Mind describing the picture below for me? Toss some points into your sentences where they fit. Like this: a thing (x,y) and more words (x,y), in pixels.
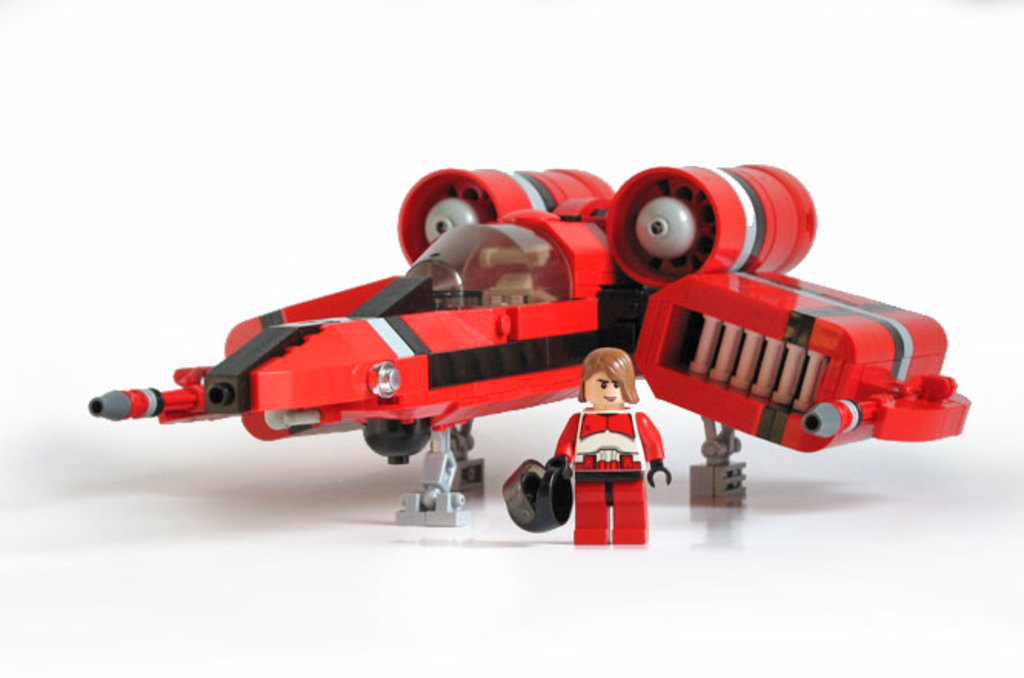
In this image there is a toy aircraft (556,303) and a small doll (612,459) holding a helmet (539,478) in hands (551,469).
